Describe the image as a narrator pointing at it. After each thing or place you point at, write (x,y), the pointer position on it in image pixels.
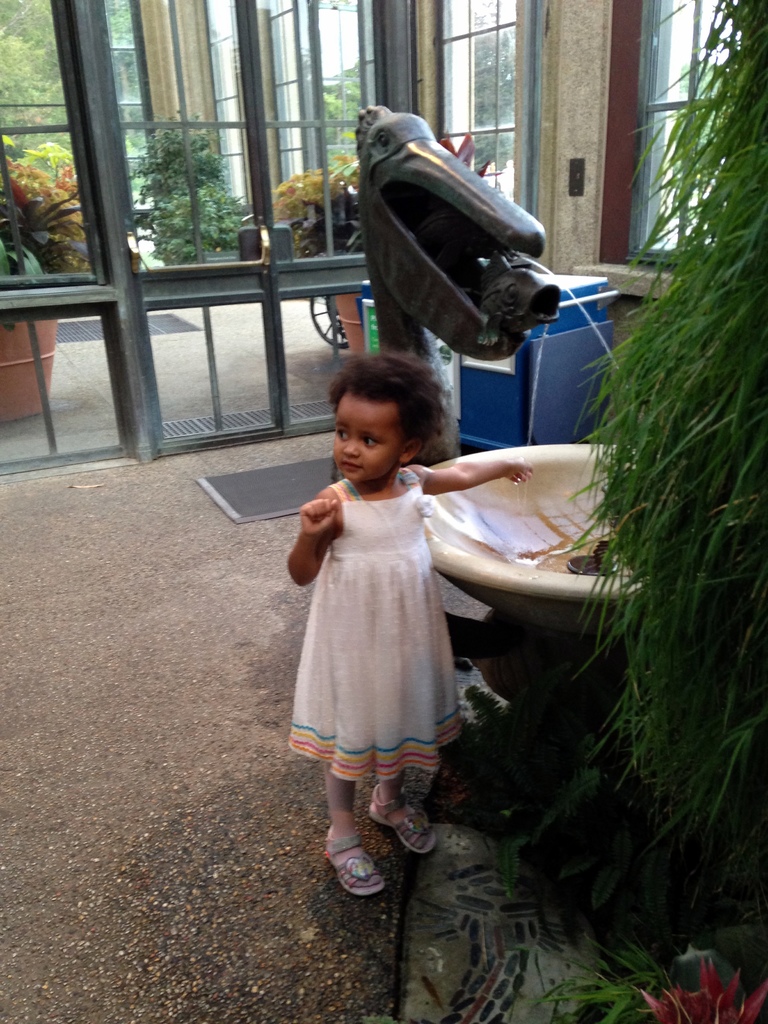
This image consists of a girl (343,622) wearing white dress (339,635). At the bottom (103,822), there is floor (140,685). To the right (658,455), there is a plant (678,403). In the background (310,260), there are doors (315,223).
